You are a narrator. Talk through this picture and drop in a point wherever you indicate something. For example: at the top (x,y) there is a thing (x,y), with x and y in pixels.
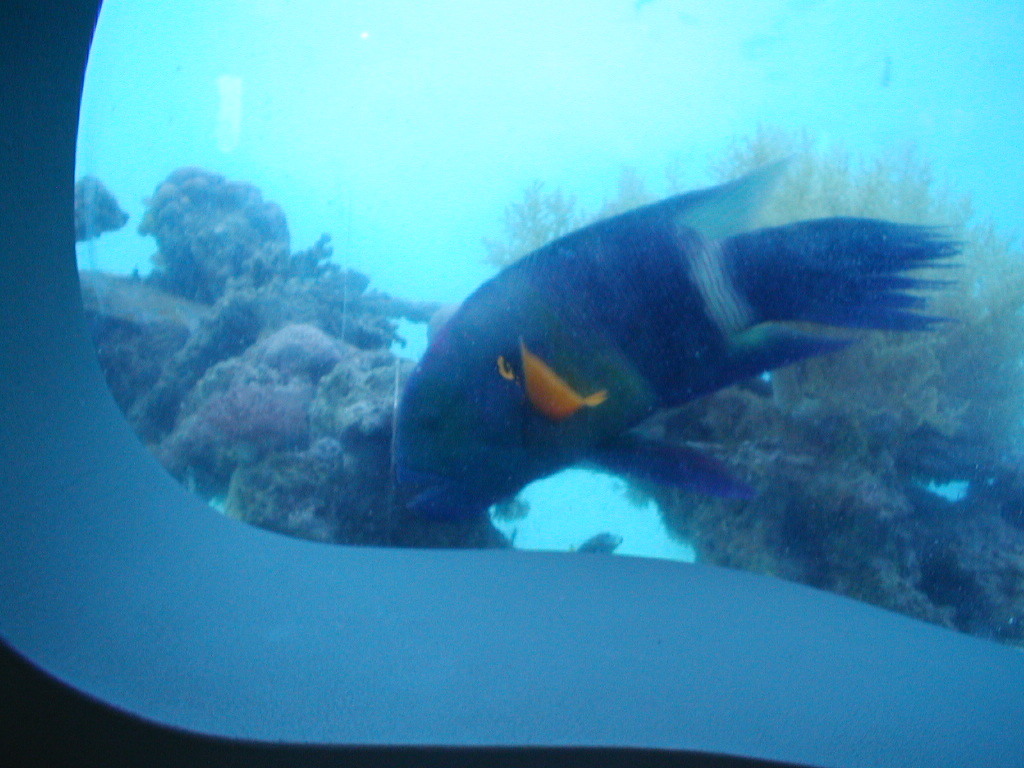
In this image we can see a blue colored fish (573,423) and marine plants (931,436) in the water (618,525).
